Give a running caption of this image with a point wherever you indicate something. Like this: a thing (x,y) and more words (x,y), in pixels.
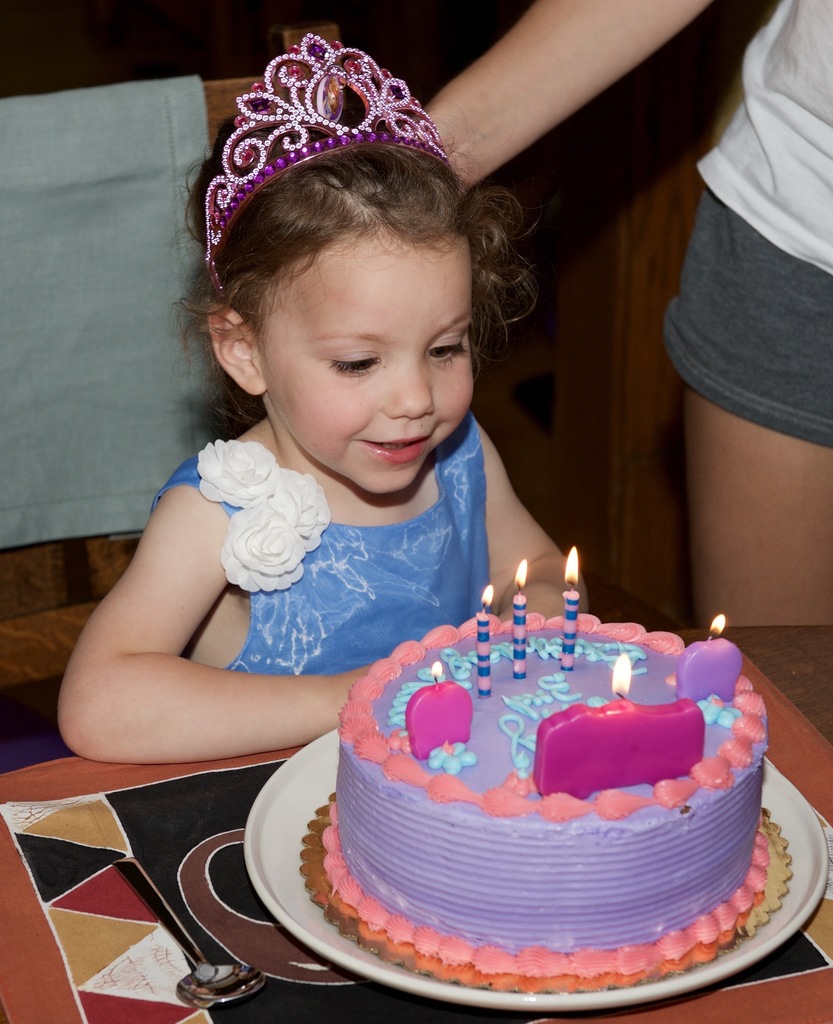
In this image, we can see a kid (412,336) wearing a crown (287,154) and in the background (551,92), there is a person (536,90) and we can see a cloth (120,210) on the stand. At the bottom (250,821), there is a cake (343,798) on the plate (266,880) and we can see candles (515,660), which are light and there is a mat (113,934) and a spoon (191,985).
